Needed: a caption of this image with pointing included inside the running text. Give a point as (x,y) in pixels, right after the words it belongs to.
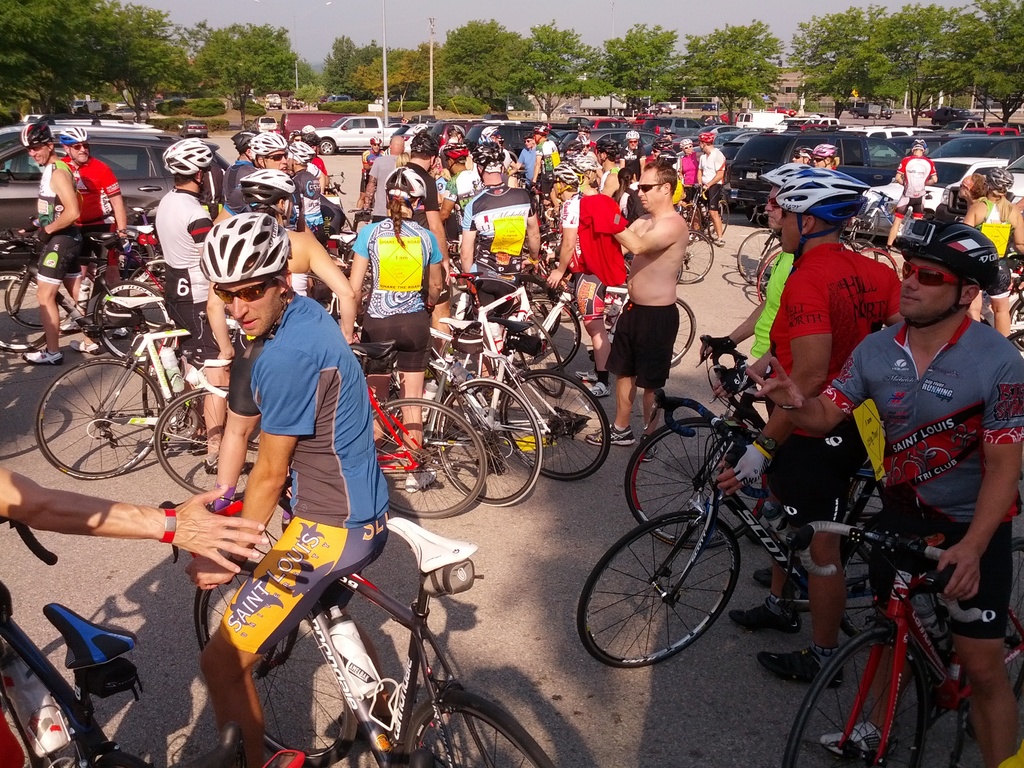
In this image there are so many cycle racers (363,463) with the cycles (561,443) in the middle (621,408). There are cars (819,144) on either side of them. In the background (74,34) there are trees (613,66). At the top (356,19) there is sky (306,24).
